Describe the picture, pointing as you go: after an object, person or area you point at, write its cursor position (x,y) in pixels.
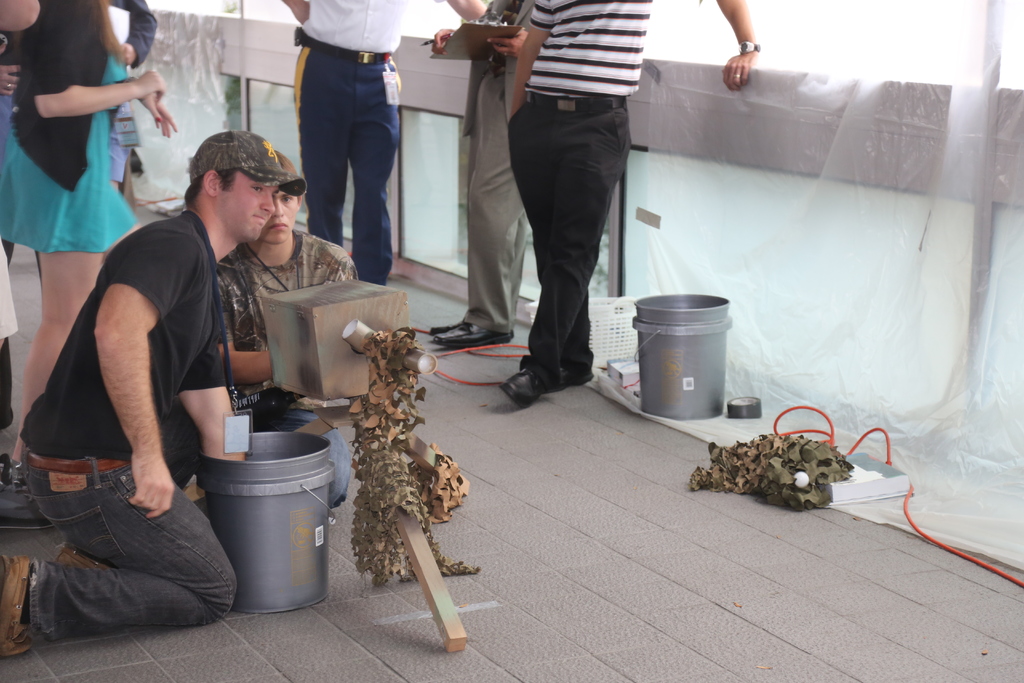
In this image, we can see few people (312,204). Few people (491,128) are standing. Here we can see a person's knee (201,593) down on the floor (317,660). Here we can see two buckets (678,349), some wooden pieces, tape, wires (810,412), cover (855,268). Top of the image (490,208), a person (510,54) is holding a pad (460,49) and pen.
